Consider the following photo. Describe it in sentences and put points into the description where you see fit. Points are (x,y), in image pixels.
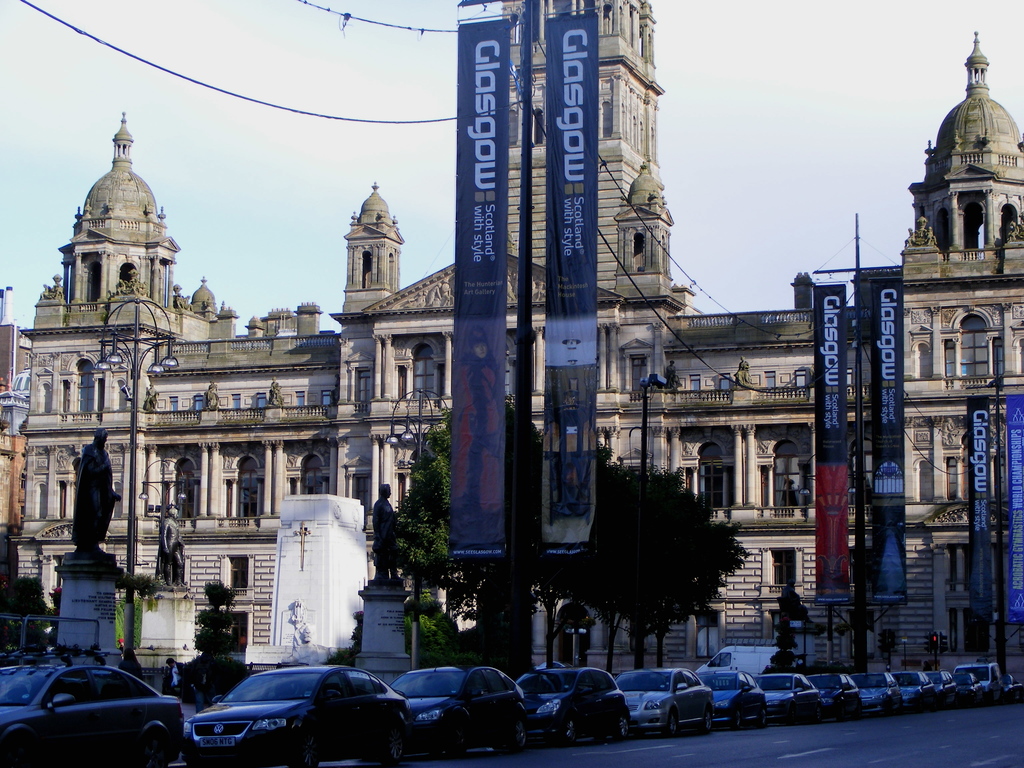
This is an outside view. At the bottom (408,718) there are few cars (597,714) on the road (685,750). In the middle of the image (529,485) there are few poles (529,573), trees (477,593) and some statues (791,612) on the pillars (146,621). In the background (402,479) there is a building (317,444). At the top of the image (233,97) I can see the sky (424,89).
